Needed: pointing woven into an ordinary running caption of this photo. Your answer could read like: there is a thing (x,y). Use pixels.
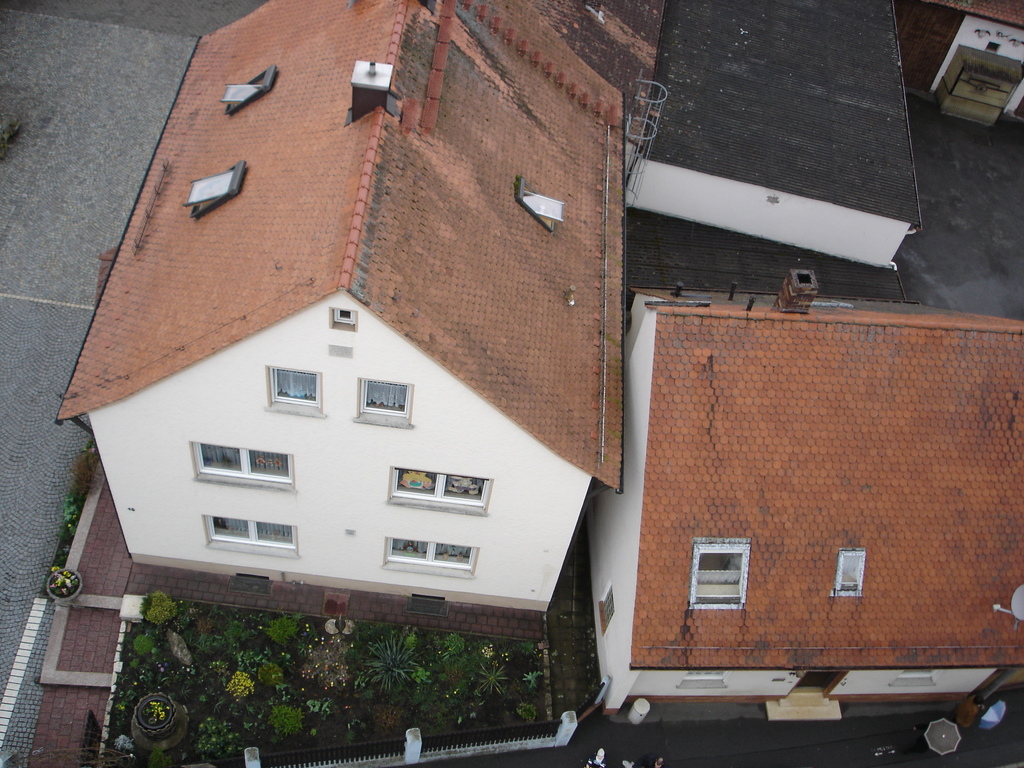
In this image we can see houses (644,292), plants (69,482) and fence (524,739).
